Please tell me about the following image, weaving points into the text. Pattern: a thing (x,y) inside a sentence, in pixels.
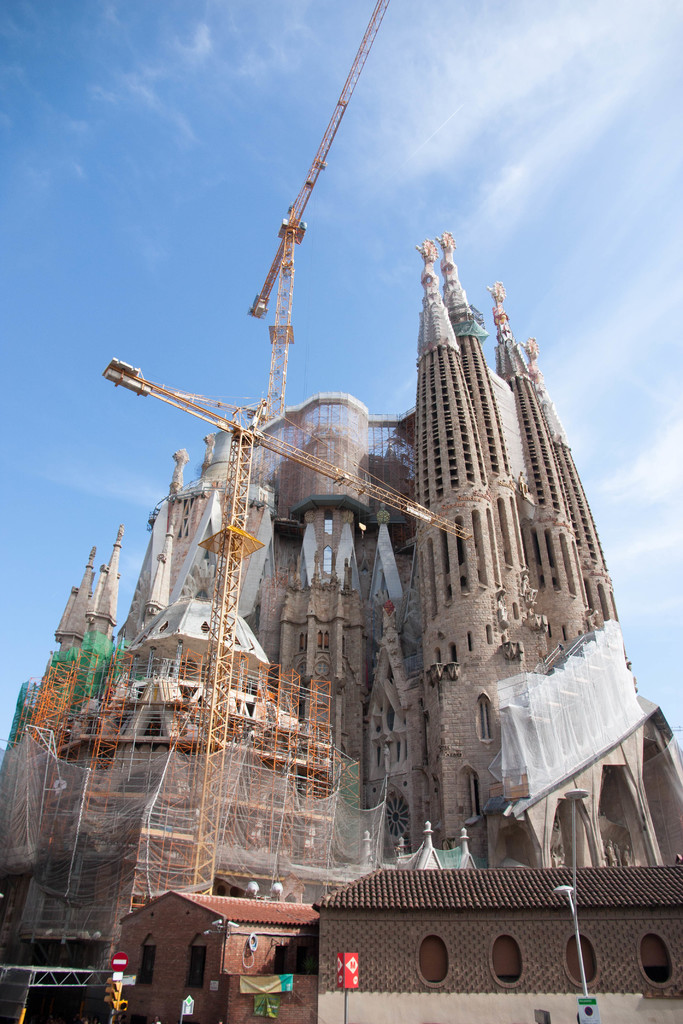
In this image there is fort (364,773), building (449,1006), crane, poles (111,1005) visible, at the top (184,215) there is the sky (261,166).
